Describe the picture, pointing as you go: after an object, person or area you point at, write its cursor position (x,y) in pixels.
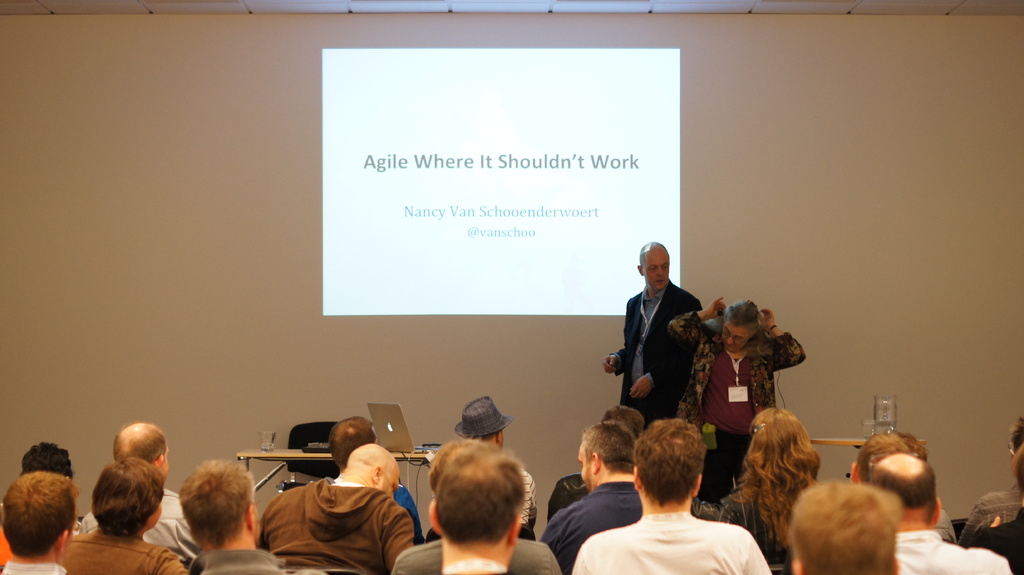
In the picture I can see two persons (664,358) standing and there is a table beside them which has a laptop (382,425) and some other objects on it and there are few people (354,419) sitting in front of them and there is a projected image (477,155) in the background (484,149).
